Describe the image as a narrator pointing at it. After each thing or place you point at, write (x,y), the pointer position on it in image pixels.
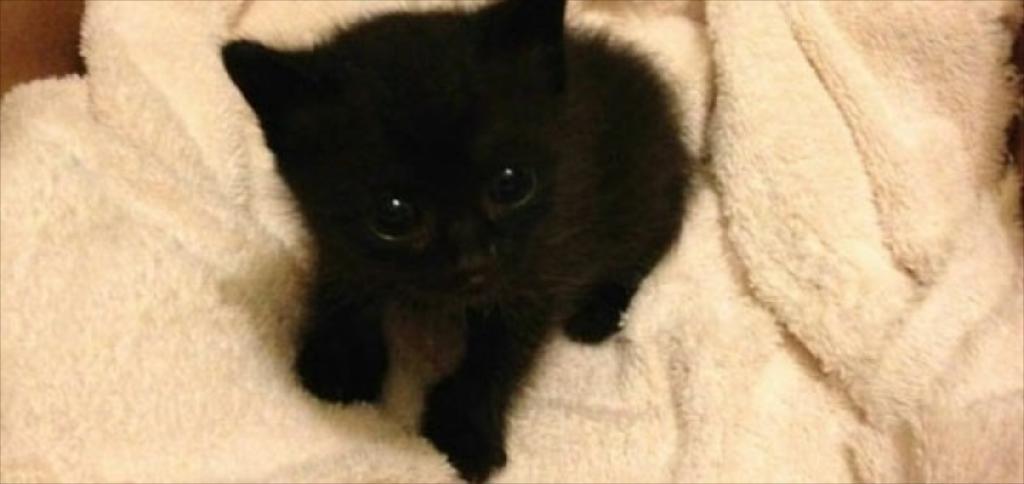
In this image, we can see an animal (487,238) on the white cloth (23,450).
